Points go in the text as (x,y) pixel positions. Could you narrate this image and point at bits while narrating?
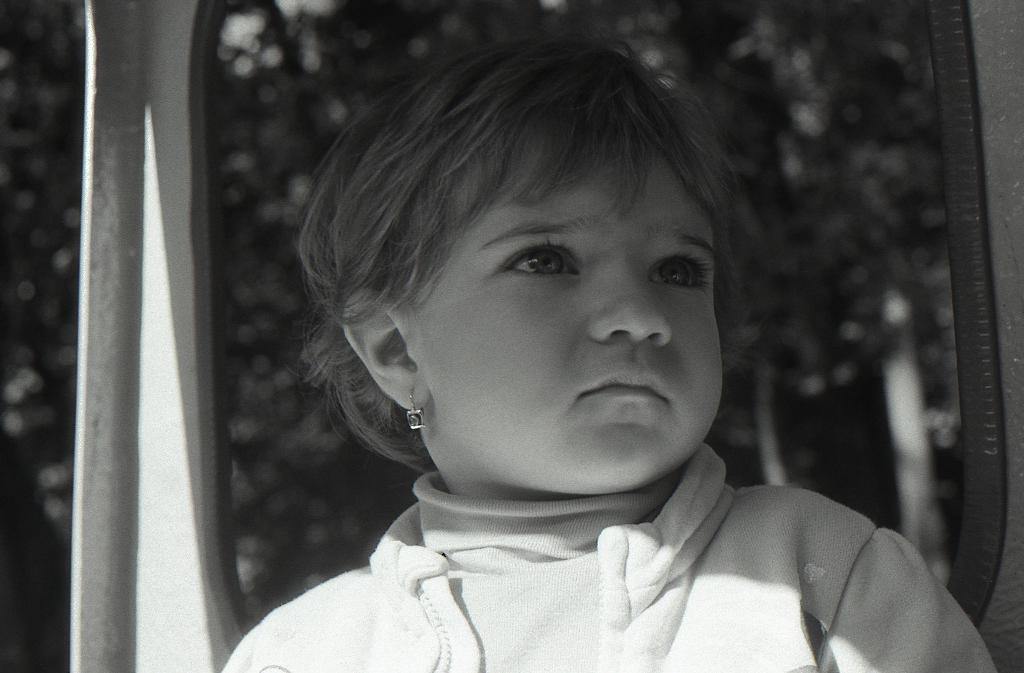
It looks like a black and white picture. We can see a kid (477,488) and behind the kid (480,413) there are some objects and the blurred background (398,488).
